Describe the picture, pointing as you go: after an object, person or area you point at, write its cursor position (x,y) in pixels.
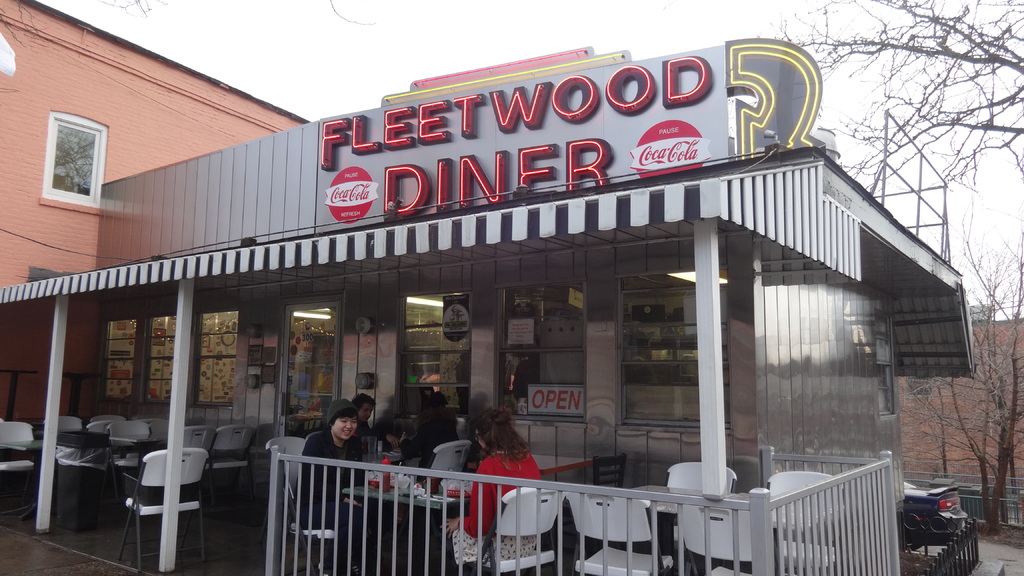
In the foreground (394,484) I can see four persons (476,493) are sitting on the chairs (546,500) in front of a table (420,503) on which food items (400,481) are kept and also I can see chairs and the fence (590,489). In the background (816,372), I can see buildings (599,302), boards (438,151), trees (1013,335), vehicles (945,504) on the road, window (96,145) and the sky (325,50). This image is taken may be during a day.
